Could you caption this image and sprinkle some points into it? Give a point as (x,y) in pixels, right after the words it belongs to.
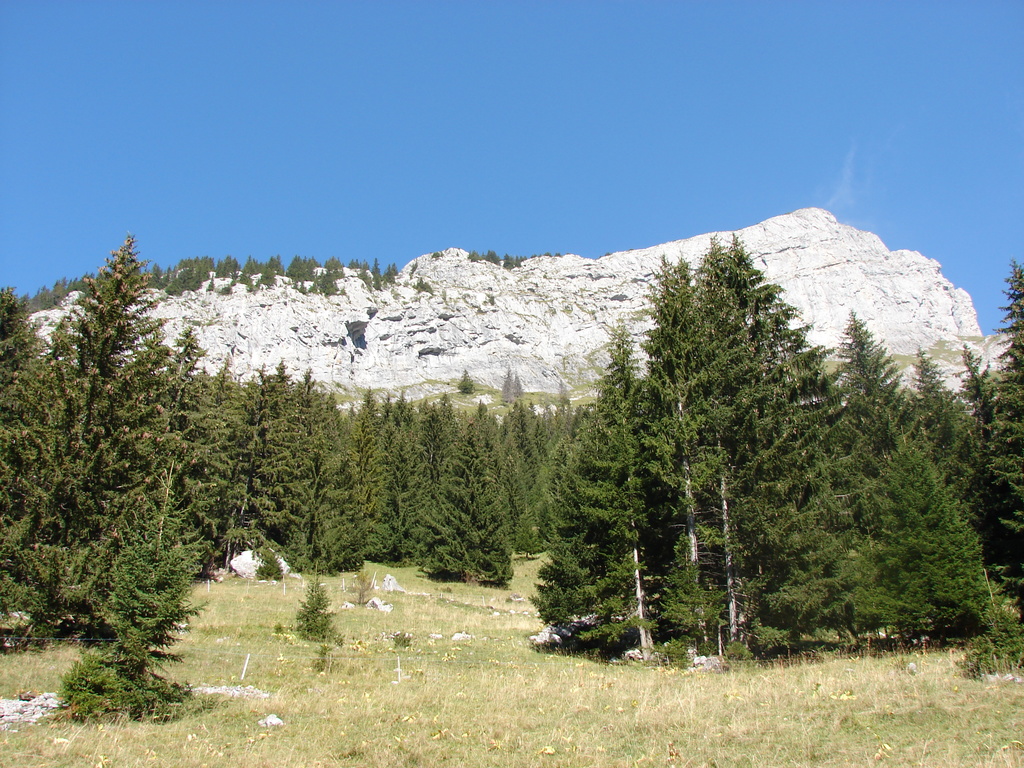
In this image there are trees (608,514), grass (475,702), mountains (444,280) and sky (414,120).
